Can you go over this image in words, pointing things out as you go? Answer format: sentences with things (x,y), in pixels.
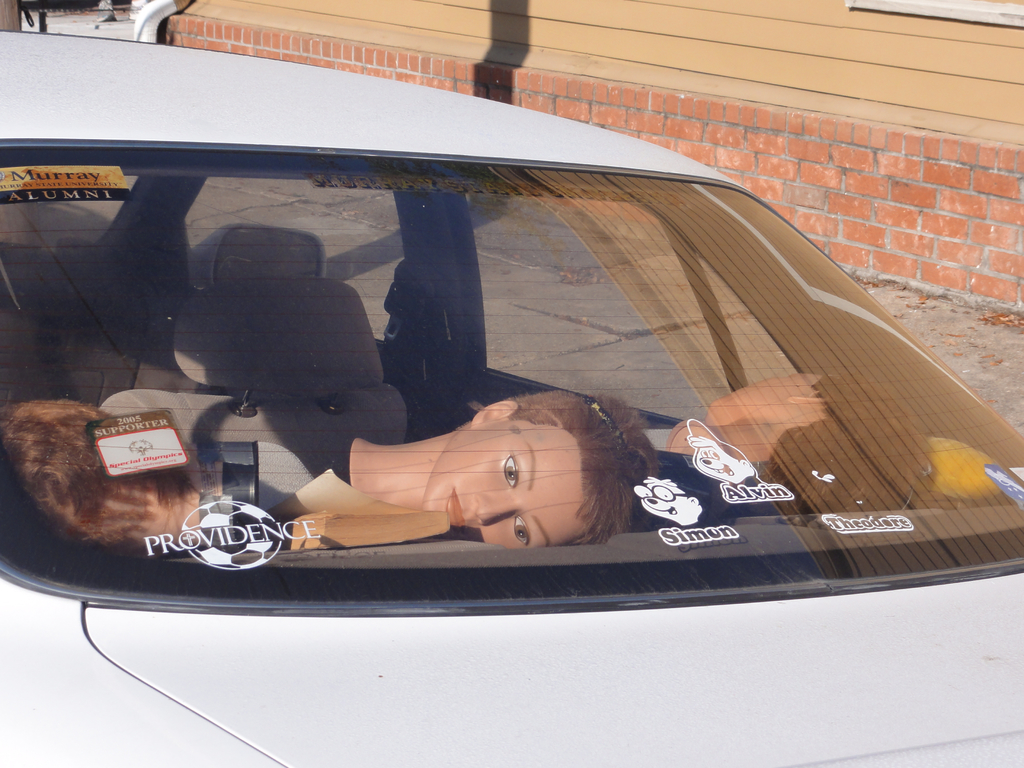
In this image we can see a car (576,617), inside the car (567,232) there is a mannequin (577,435), beside the car (609,226) there is a building (412,39).
